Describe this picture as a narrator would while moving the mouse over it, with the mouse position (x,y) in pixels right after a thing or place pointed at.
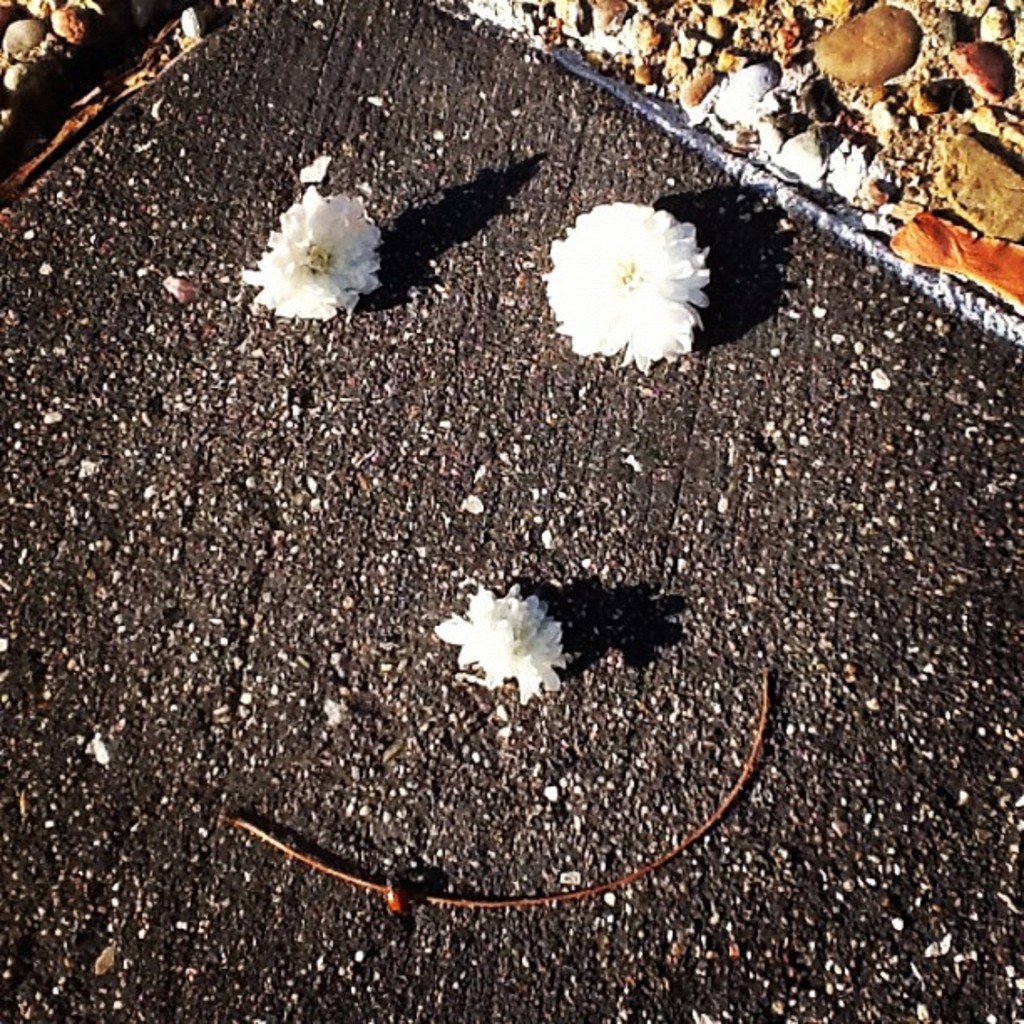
There are 3 white flowers (589,237) and there are stones (872,121) at the back (730,86).
